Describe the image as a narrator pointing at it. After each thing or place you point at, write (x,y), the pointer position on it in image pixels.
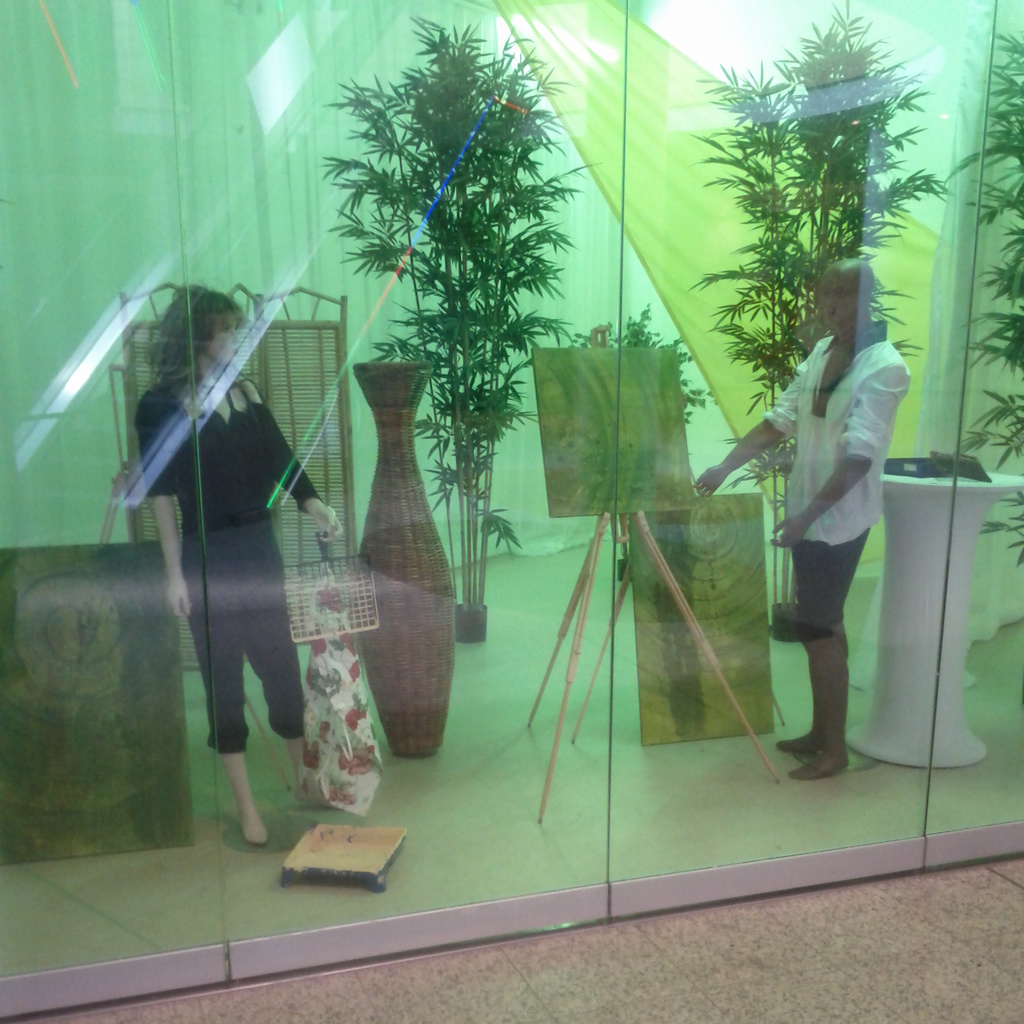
In This image in the center (388,371) there is a glass door (560,756), and in the background (203,543) there are manikins (860,523), boards (554,414), plants (479,412), flower pots (436,590) and some objects (313,341). At the bottom (744,990) there is floor (704,983).
